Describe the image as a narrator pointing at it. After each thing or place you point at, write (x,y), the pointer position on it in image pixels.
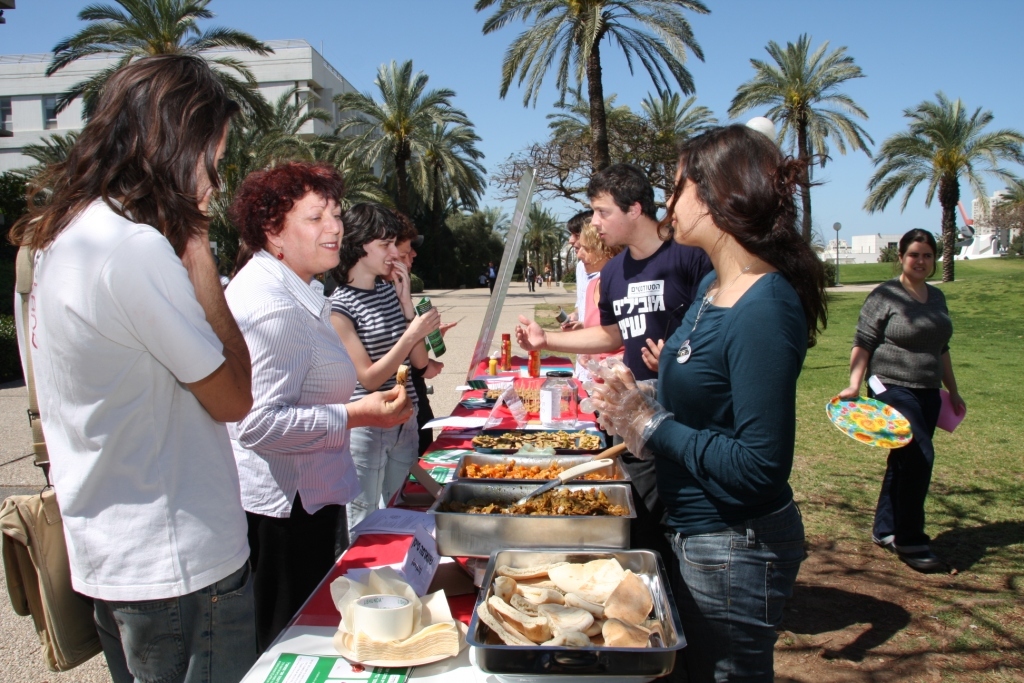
At the top (917,42) we can see sky (917,42). This is a building (24,82) and these are trees (966,123). We can see few persons (691,475) standing in front of a table (439,672) and on the table (456,682) we can see lot many dishes (566,495), jars (563,400) and a paper (434,552). Here we can see a woman (931,562) is standing by holding a plate (882,429) in her hand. This is road (457,344). We can see few persons (529,288) walking. This is a fresh green grass (983,318).
